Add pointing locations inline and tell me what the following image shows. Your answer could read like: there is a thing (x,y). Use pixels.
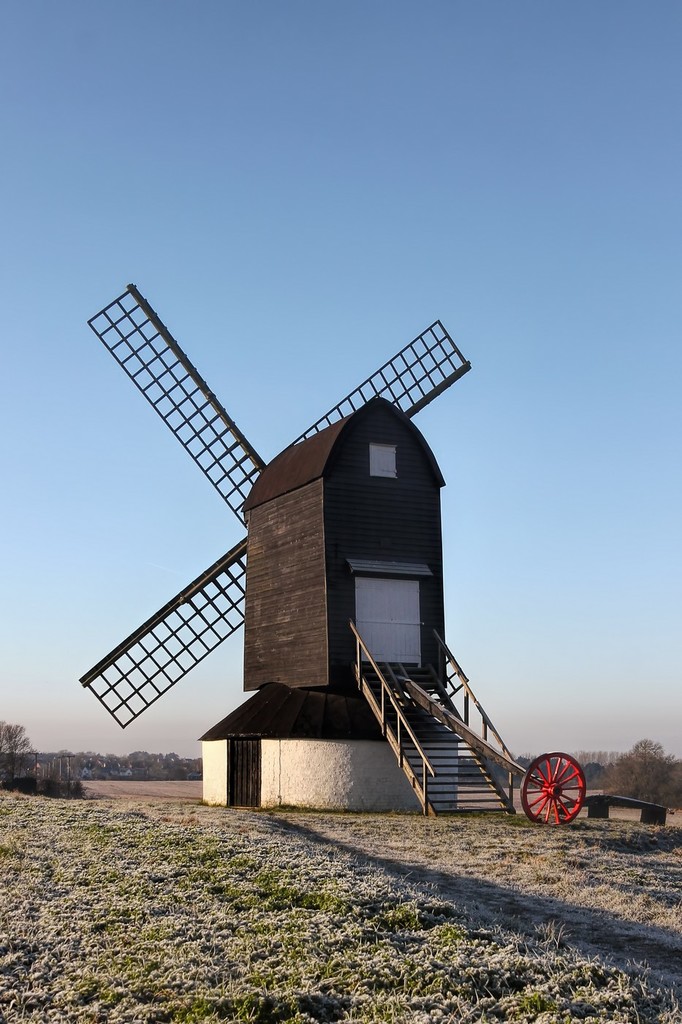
In this image in the center (330,645) there is a windmill (264,582), and in the background (649,763) there are trees (4,753).
